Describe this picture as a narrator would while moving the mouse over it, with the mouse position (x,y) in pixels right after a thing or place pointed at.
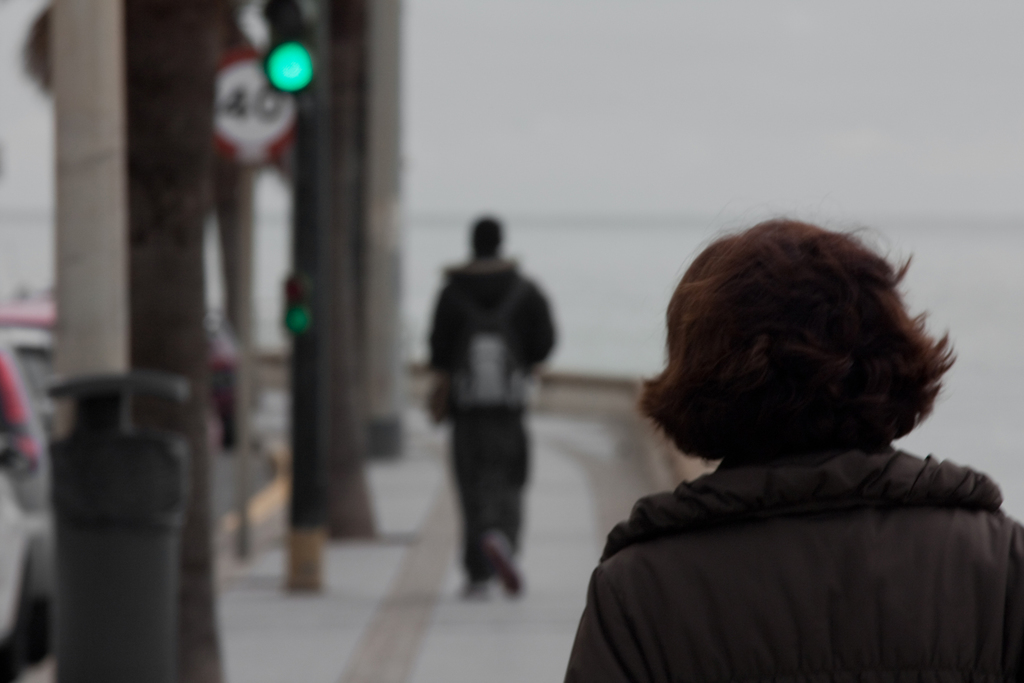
In the center of the image (459,344) we can see a person (454,350) walking on a pathway (455,565). On the right side (738,520) there is a person (786,592). On the left side (307,397) we can see a signboard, pillar (307,445), a green light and the sky (515,195).
